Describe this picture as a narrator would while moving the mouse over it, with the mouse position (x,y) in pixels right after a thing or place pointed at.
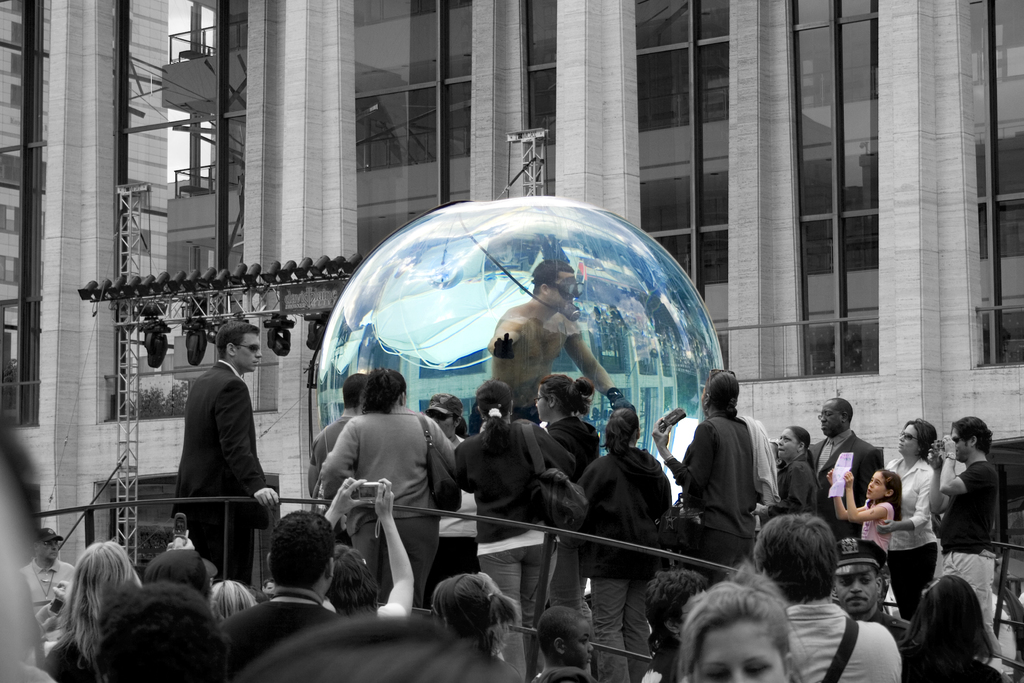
In the middle of the image (593,294), there is a person (577,285) in a sphere (617,348). Around him, there are persons (919,425) watching him. In the background (72,442), there are lights (353,262) attached to a metal frame (120,369) and there is a building (532,54) which is having glass windows (1002,223).
